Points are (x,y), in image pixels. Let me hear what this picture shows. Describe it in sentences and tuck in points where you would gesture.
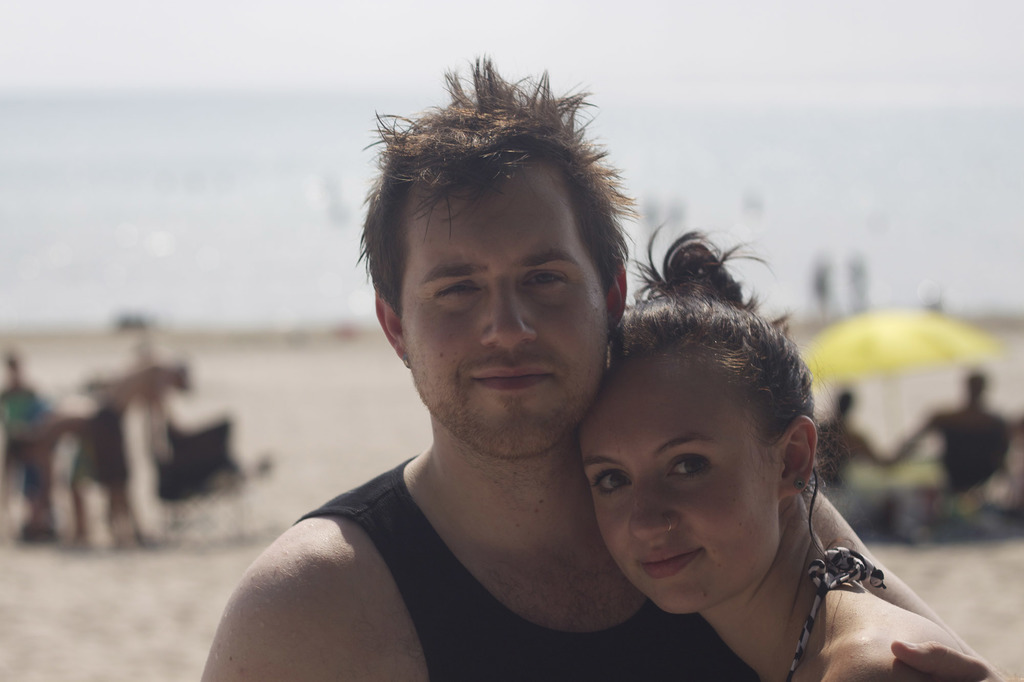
In this image there is a couple (537,565) in the middle (544,432). There is a man (530,501) on the left side (291,574) and a woman (653,544) on the right side (791,587). In the background (869,357) there is a yellow colour umbrella (904,334) under which there are two persons (867,449). At the bottom (78,615) there is sand (869,418).
